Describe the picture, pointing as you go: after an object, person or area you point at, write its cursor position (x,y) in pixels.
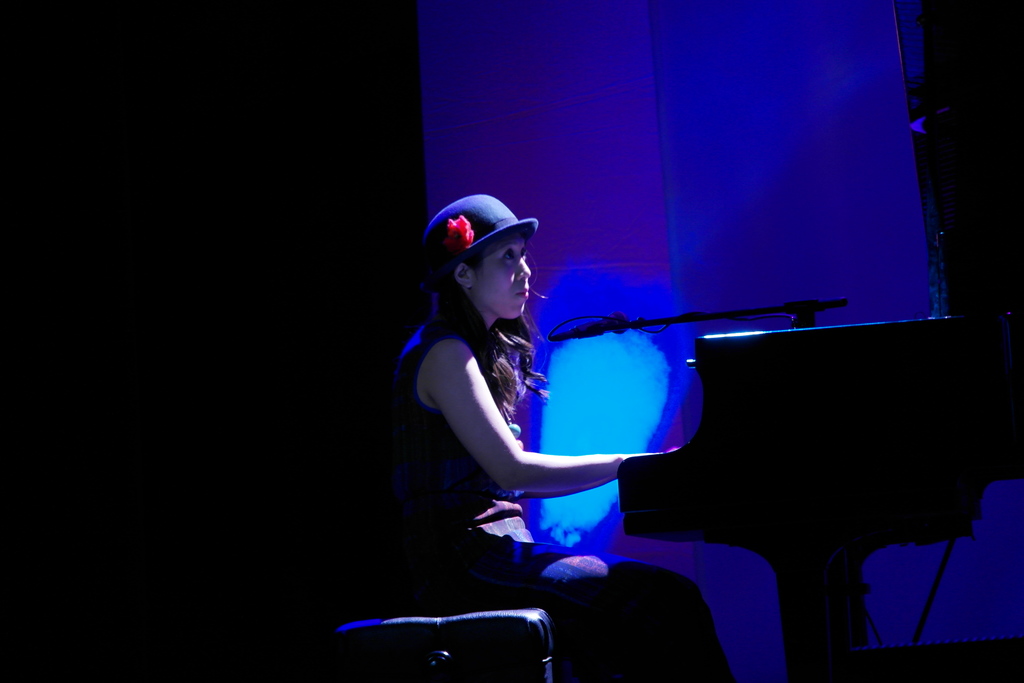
In this image, we can see a person (451,492) sitting. We can also see an object (786,371). We can see the background (492,105) with some light (847,8).
